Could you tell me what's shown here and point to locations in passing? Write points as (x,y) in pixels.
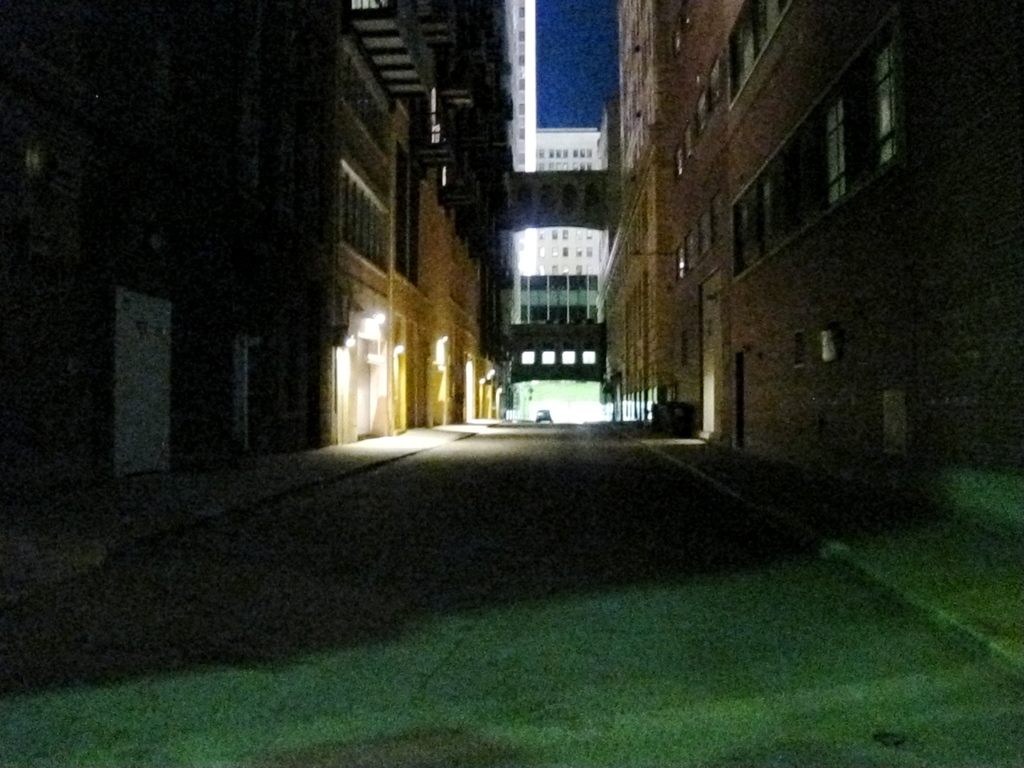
In the center of the image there is a car (549,422). On the right (841,45) and left side of the image (141,453) we can see building (299,394). In the background (581,135) there is a building (586,148) and sky (578,56).
